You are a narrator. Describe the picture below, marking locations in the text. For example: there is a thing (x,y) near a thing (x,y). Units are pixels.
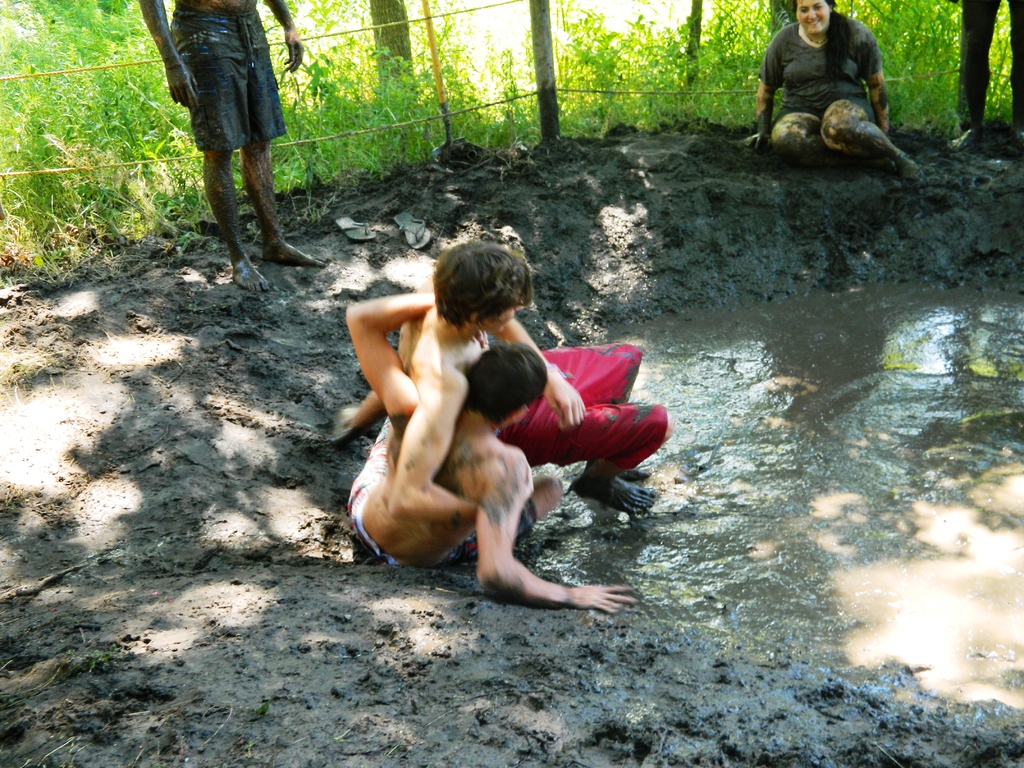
In the center of the image (502,331), we can see two people (536,345) fighting and in the background (188,105), there are some other people (204,102) and we can see a fence (354,32) and tree trunks (406,32) and there is grass (329,114). At the bottom (527,633), there is mud (632,624) with water (770,534).
